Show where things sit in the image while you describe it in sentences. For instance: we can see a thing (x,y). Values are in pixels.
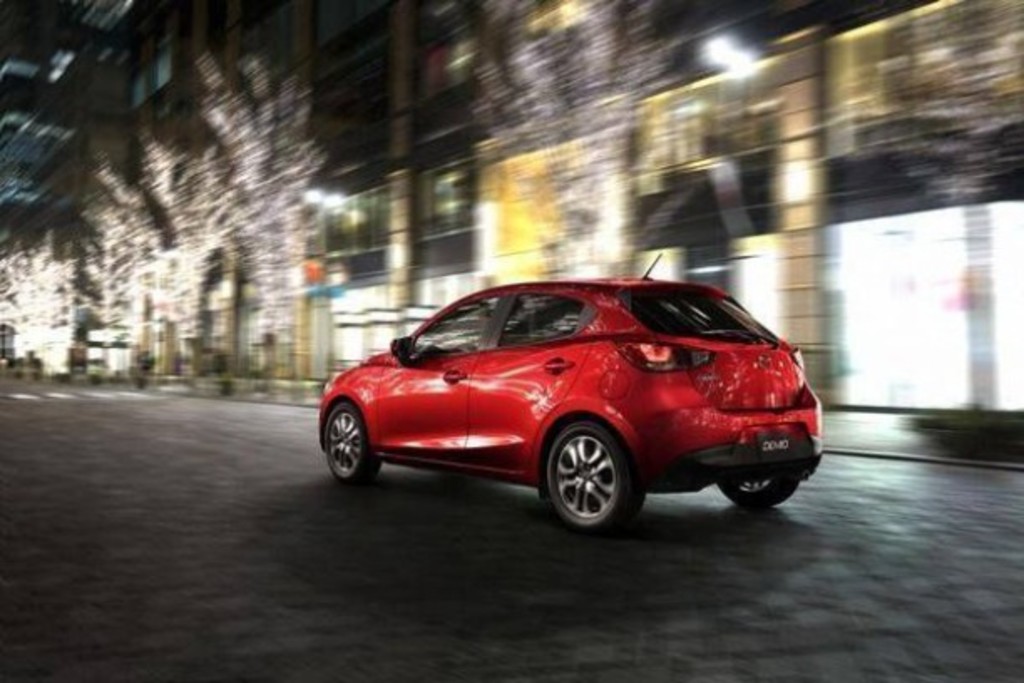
In this image I can see a red colored car (488,380) on the road (461,473) and I can see few buildings (414,203) and few trees (149,220) blurred in the background (385,172).
